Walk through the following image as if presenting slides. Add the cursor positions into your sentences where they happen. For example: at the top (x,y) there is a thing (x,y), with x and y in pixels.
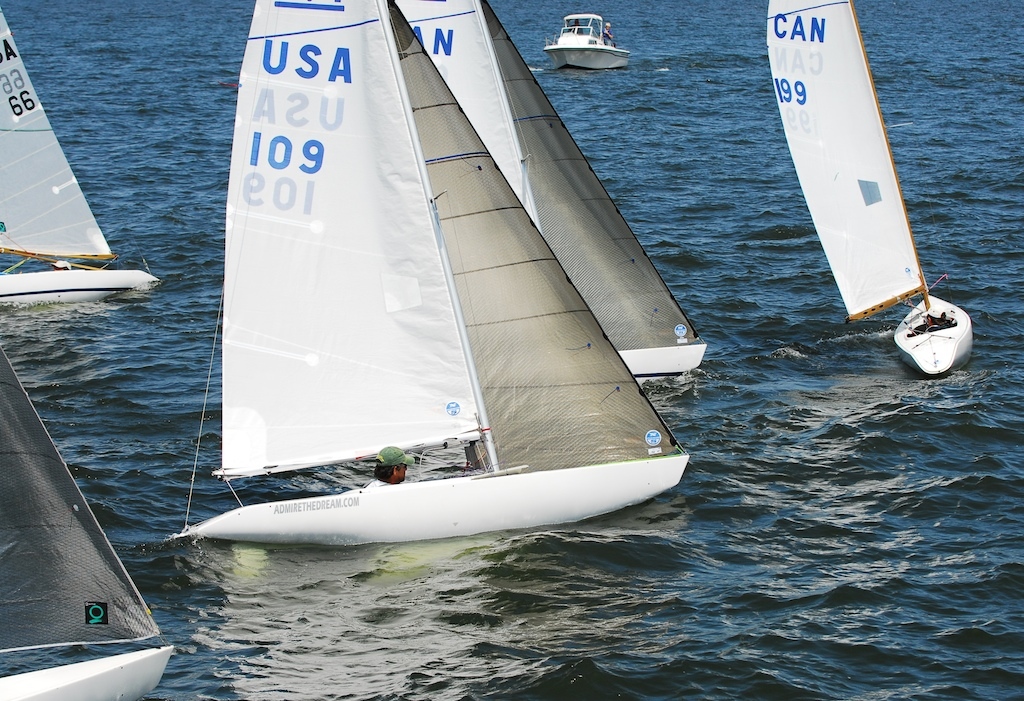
In this image I can see boats (956,321) are floating on water (930,281). In these boats (66,537) there are people (383,465).
